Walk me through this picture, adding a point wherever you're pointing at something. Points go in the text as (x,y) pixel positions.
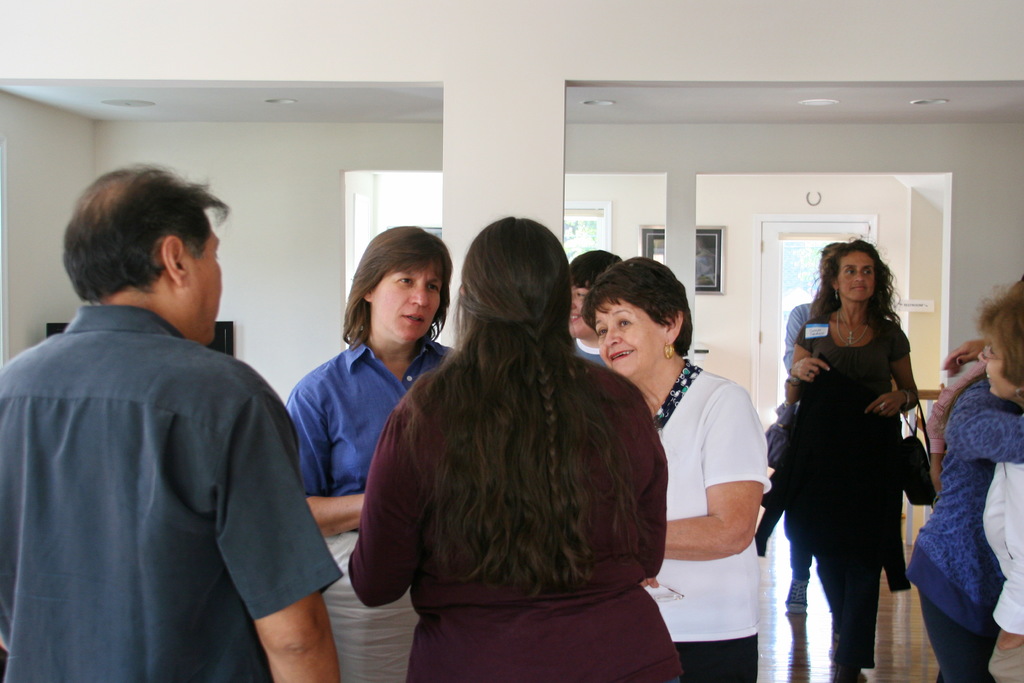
Few people (364,378) standing and this woman (840,520) walking and wore bag (907,463). We can see pillars (501,184). In the background (326,150) we can see frames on a wall (761,188) and door (776,309).
